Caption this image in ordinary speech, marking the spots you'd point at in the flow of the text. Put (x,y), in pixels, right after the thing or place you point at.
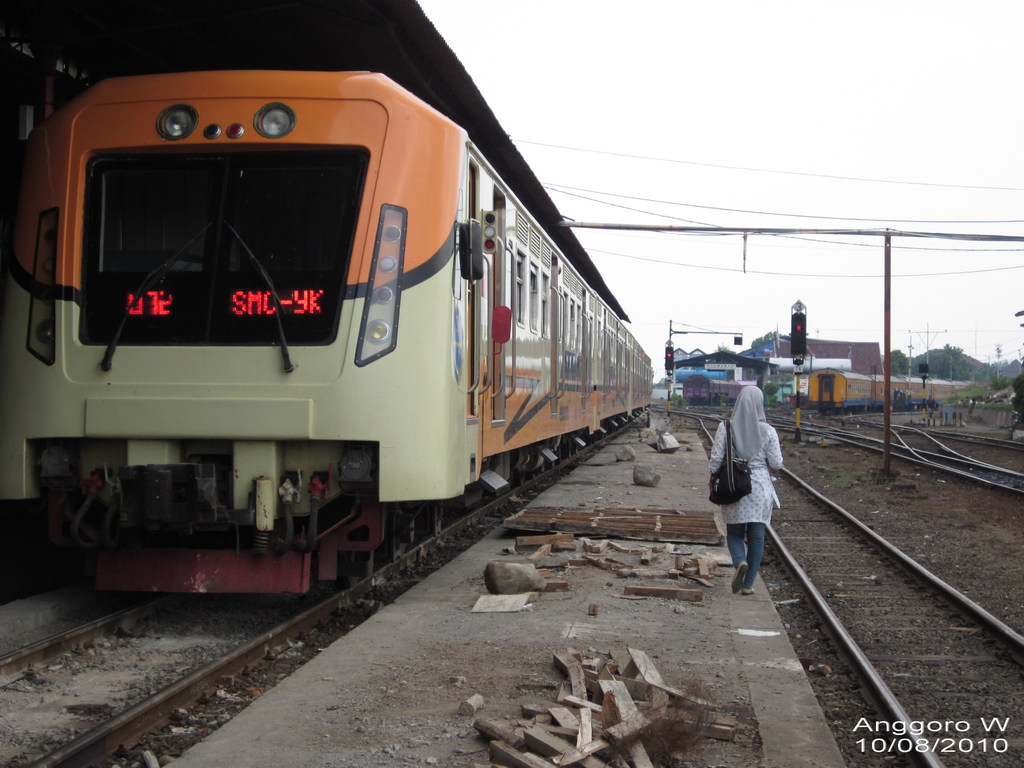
In the picture we can see a train (236,325) on the railway track (85,741) and besides it, we can see some path (367,653) on it, we can see some sticks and rocks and a person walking on it and beside the person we can see some tracks (1017,634) and in the background (970,355) we can see some signal light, trees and sky (745,190).
